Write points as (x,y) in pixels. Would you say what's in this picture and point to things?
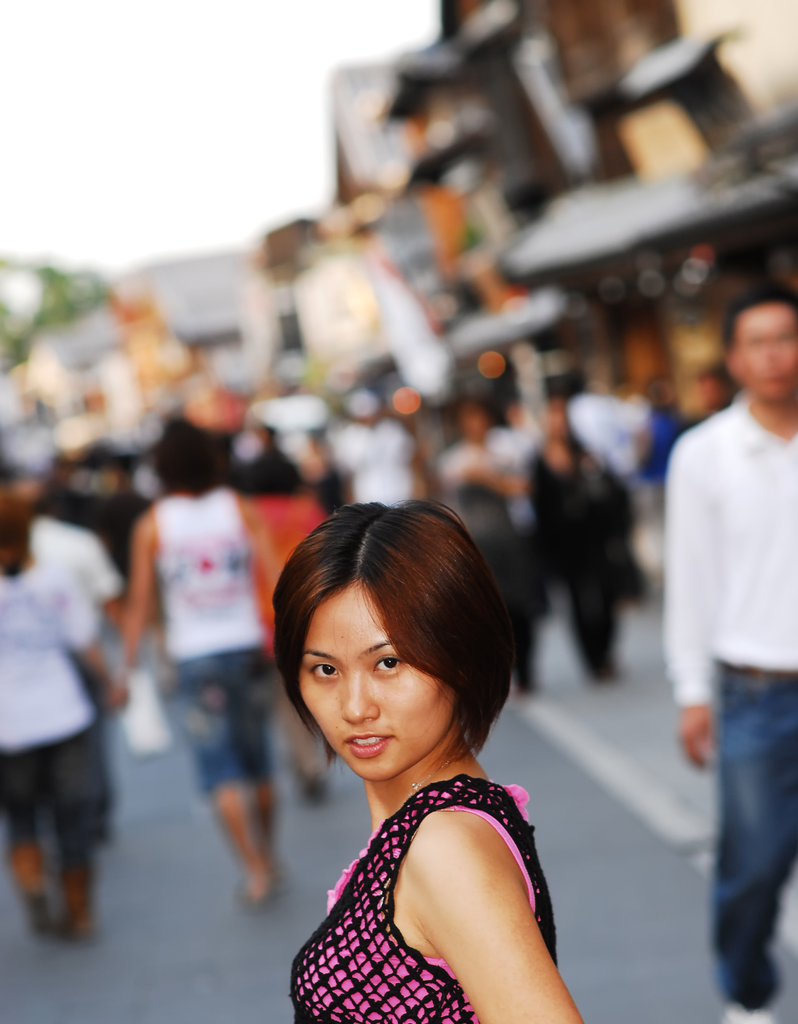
There is a woman (383,675) smiling. In the background (768,520) it is blurry and we can see people (776,480) and sky (121,88).
